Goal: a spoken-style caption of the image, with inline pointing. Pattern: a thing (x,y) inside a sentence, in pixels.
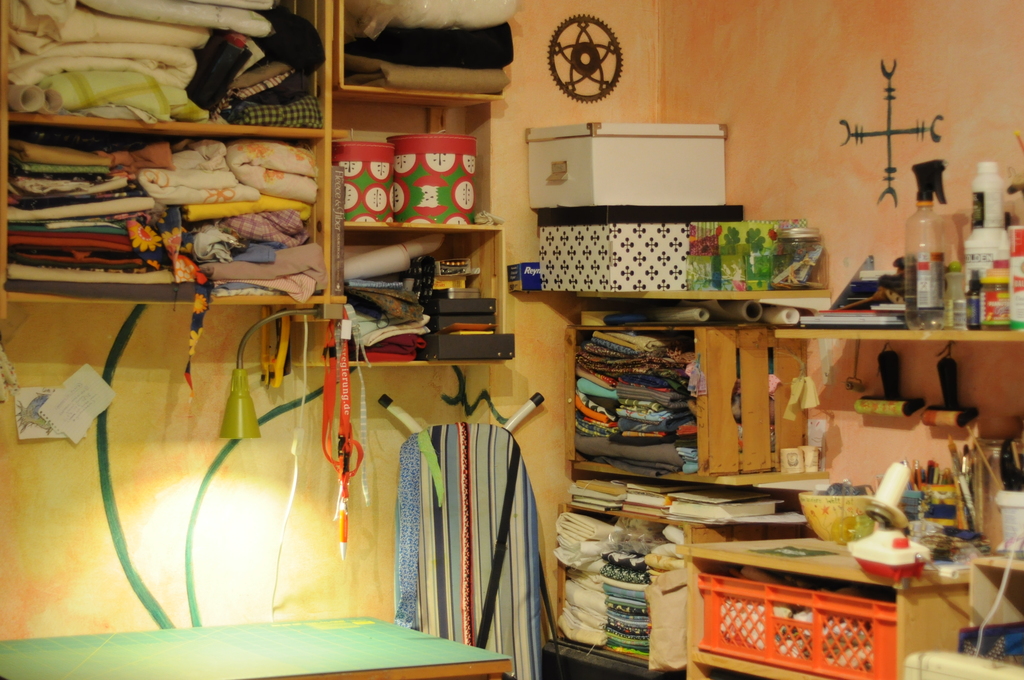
In this image there are few clothes (239,201) and some other objects (356,197) are arranged in a wooden rack (256,273) and some ribbons (341,399) and id-cards (332,364) are hanging from the rack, below the rack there is a table (291,643) and a lamp (339,310), beside the table (374,623) there is an object (446,509) and above the table (459,667) there are two papers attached to the wall (465,414). On the other side of the image there are few clothes (683,471) and other objects (669,491) arranged in a rack (722,598). In the background (954,136) there is a wall (929,142).
